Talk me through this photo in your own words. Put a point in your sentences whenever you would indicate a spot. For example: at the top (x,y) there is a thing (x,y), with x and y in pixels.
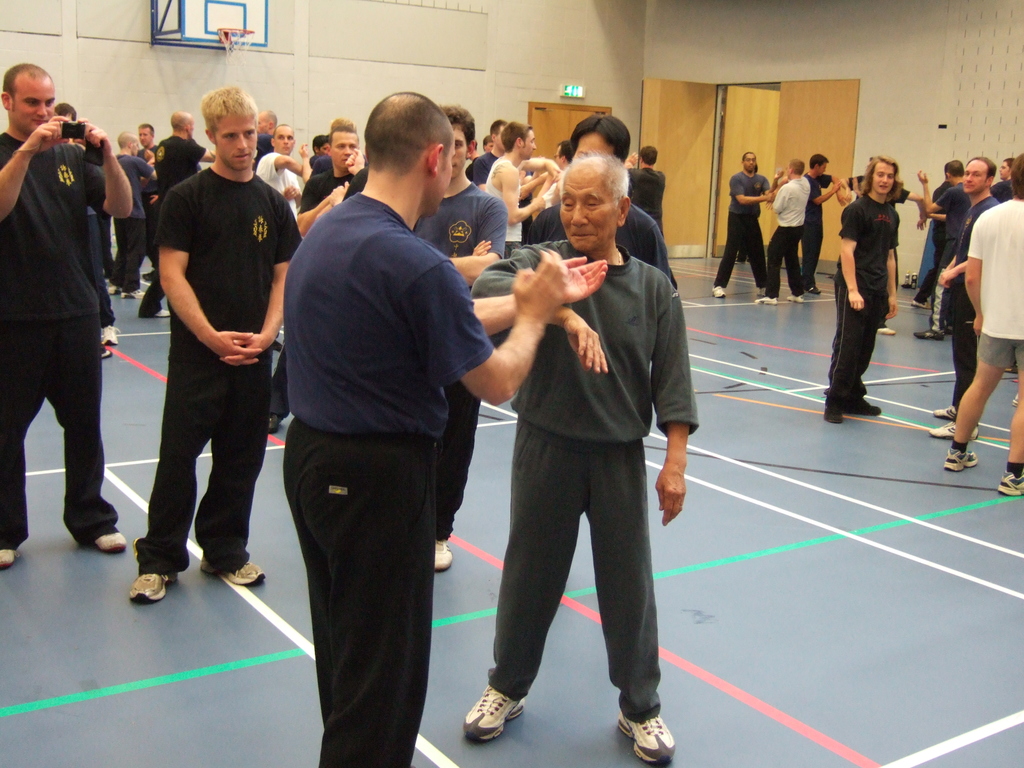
In center of the image (365,380) we can see many people (1019,257) standing. The man (100,490) standing on the left (84,140) is holding a mobile (66,137). In the background (378,75) there is a wall (622,115) and a door (653,123) and we can see a net (228,40).
